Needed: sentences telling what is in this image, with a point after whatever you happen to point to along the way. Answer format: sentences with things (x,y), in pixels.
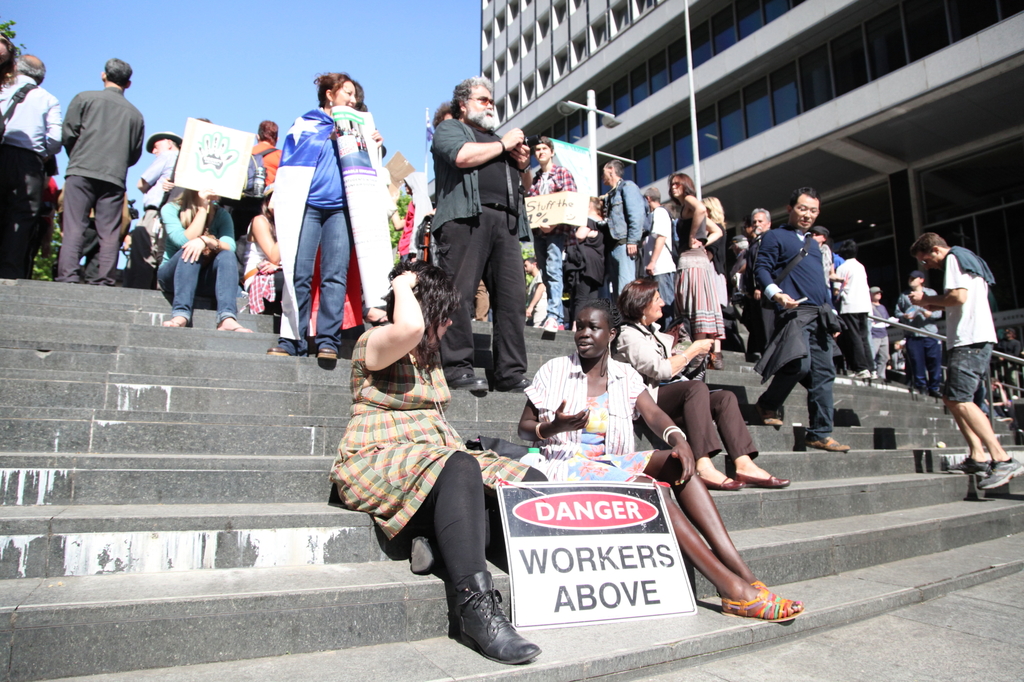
In this image few people (524,470) are sitting on the stairs (296,560) and few people (719,338) are walking on the stairs (826,483). On the right side of the image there is a railing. There are poles (627,159). There is a building (866,84). On the left side of the image (45,258) there is a tree (10,34). In the background of the image (265,72) there is sky (314,41).
